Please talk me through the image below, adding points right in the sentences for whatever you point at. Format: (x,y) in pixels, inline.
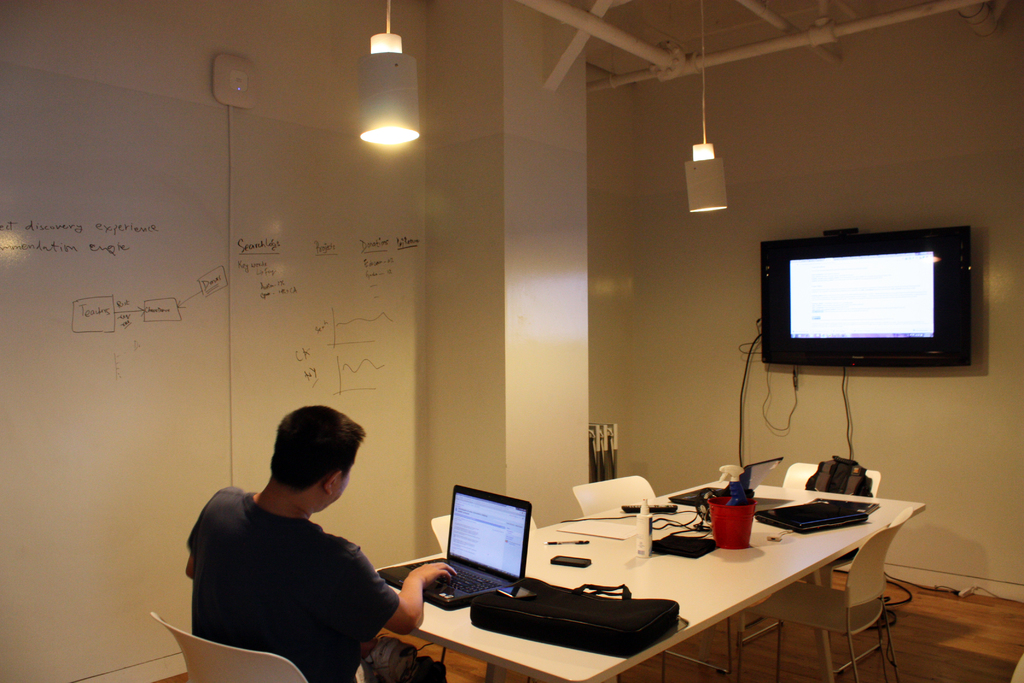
In the image we can see one man (313,555) sitting and working on laptop (477,533). We can see the table (659,574) on table (659,574) we can see some objects (666,542). And on back we can see the wall (640,253) and screen (797,273).
